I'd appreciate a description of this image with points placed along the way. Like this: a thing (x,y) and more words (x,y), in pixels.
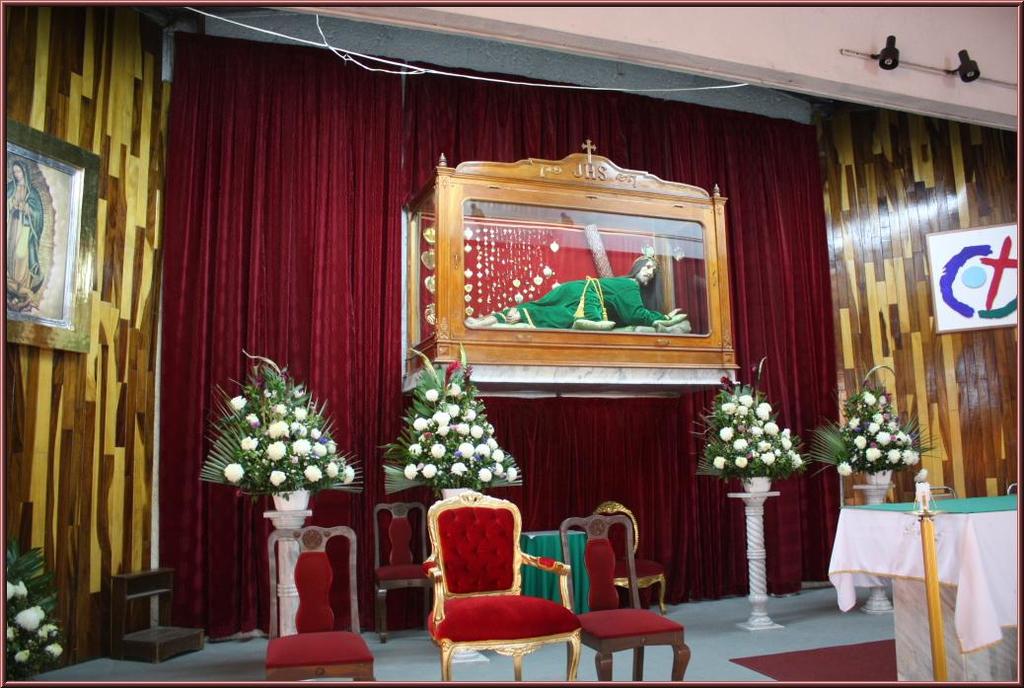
This are chairs (599,606) and table (558,549). This is a red curtain (353,409). In this box (565,198) there is a sculpture (650,266). On wall (126,357) there are photos (976,286) with frame (70,143). This are flowers (280,447) with flower vase (750,481). This is a red chair (441,561). A pole (923,552). Carpet (795,666) on a floor (732,651).
